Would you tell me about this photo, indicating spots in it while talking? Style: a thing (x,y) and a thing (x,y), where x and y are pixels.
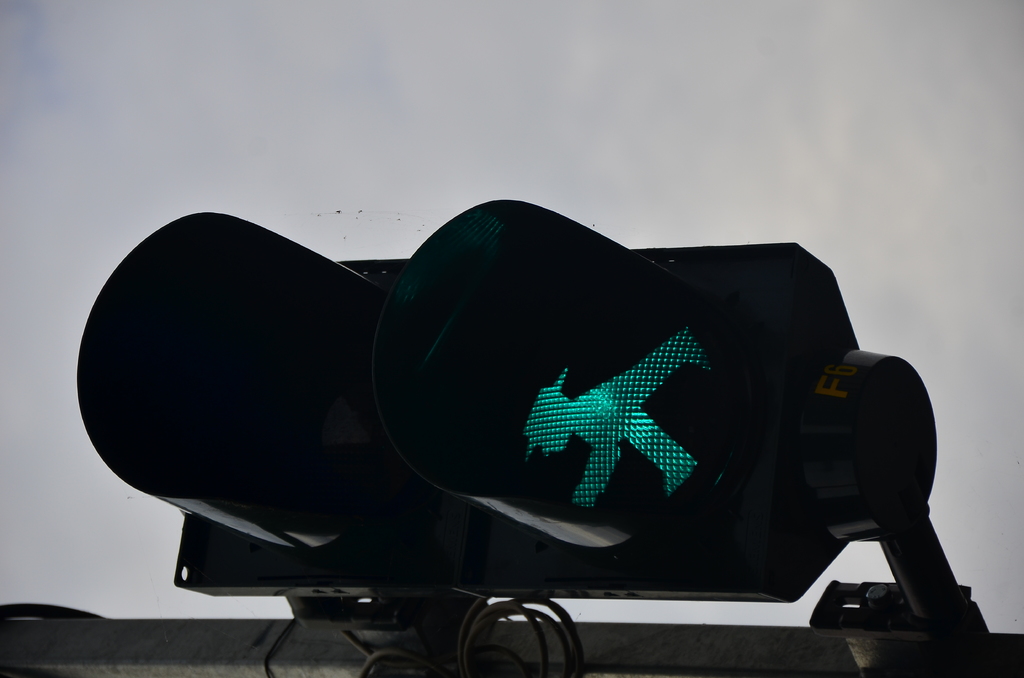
In this picture we can see a traffic signal light (731,329), wires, rods (506,636) and in the background (609,166) we can see the sky (548,147) with clouds (290,149).
